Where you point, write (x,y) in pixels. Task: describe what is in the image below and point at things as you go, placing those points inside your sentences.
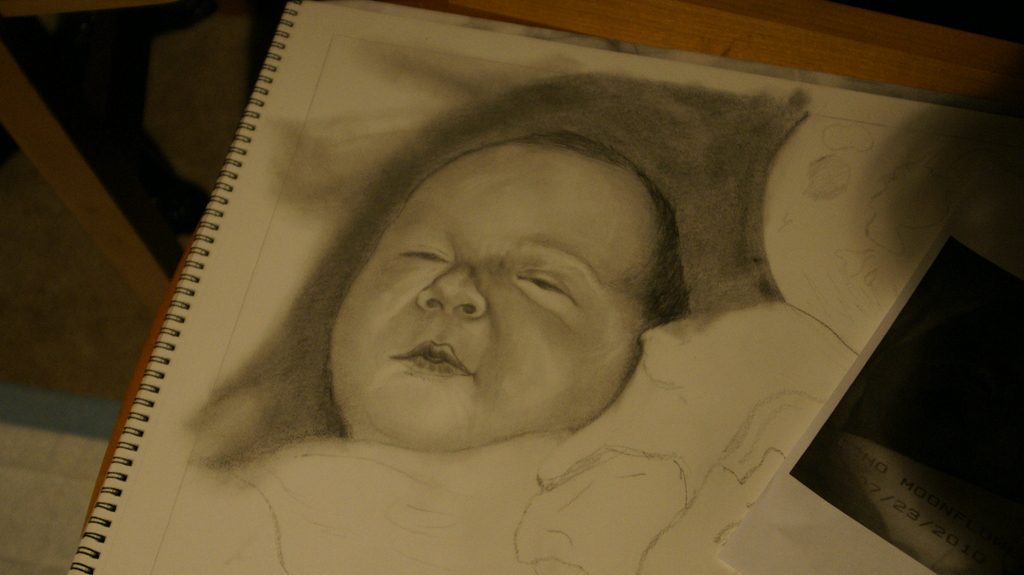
In this image we can see a pencil sketch (480,256) of a child (456,285) on a paper (284,275).
